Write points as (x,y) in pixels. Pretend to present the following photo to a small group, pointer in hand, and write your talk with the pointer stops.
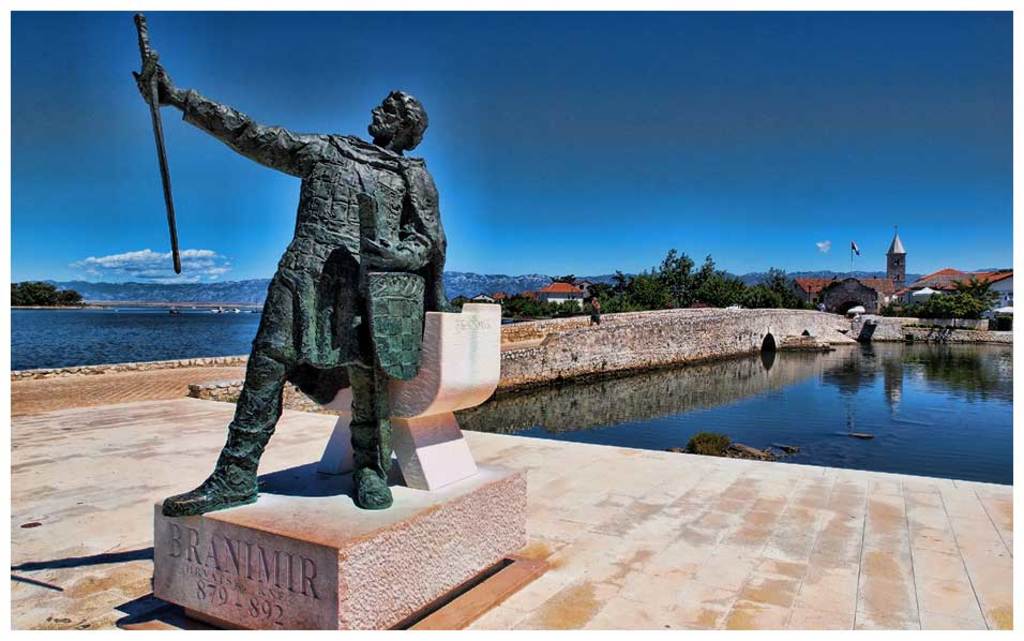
In this image we can see a statue (363,321) on a stand (305,480) with some text (269,570) on it. We can also see a water body (936,428), a person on the pathway (529,356), some trees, some houses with roof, the hills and the sky (543,209) which looks cloudy.
